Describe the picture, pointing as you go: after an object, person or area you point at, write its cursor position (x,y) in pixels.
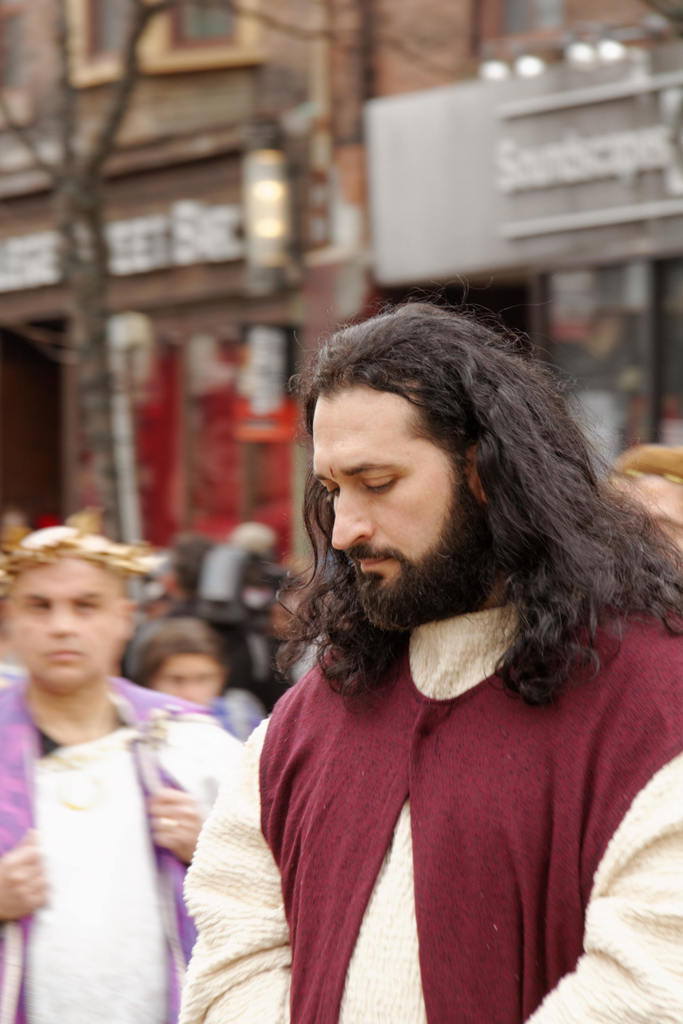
In this image I can see group of people (155,718) standing. In front (516,830) the person (506,834) is wearing cream and maroon color dress (506,834), background (233,118) I can see few buildings (364,62) in brown and gray color.
